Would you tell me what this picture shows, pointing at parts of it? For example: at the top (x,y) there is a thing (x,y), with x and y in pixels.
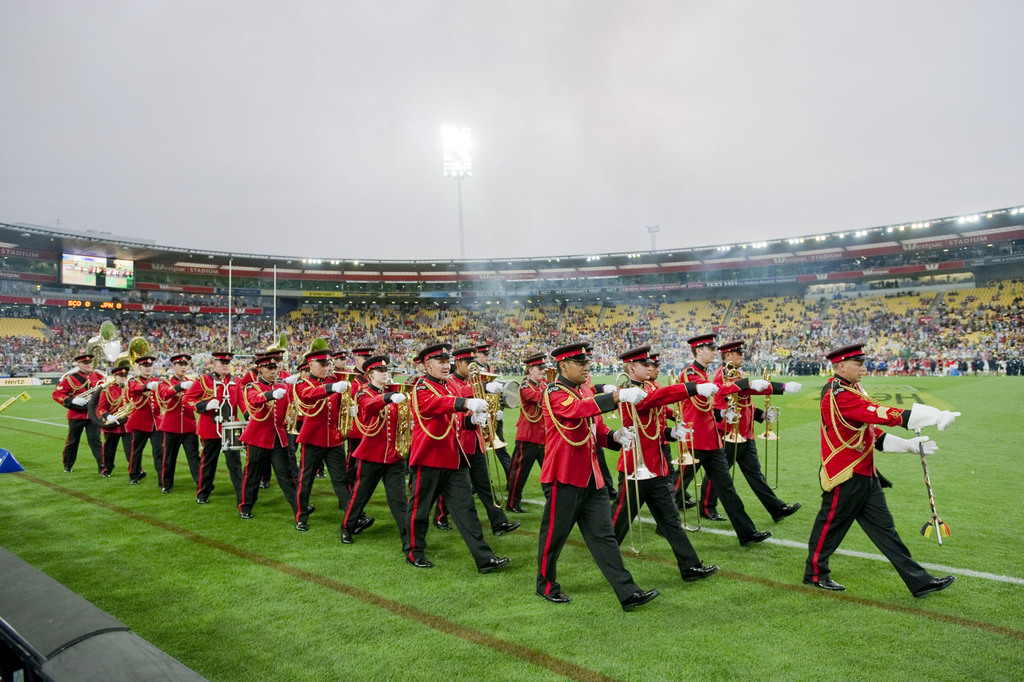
In this image we can see men (441,419) marching in the ground (330,514) and some of them are holding musical instruments (404,401) in their hands (475,412). In the background (418,323) there are spectators (132,336), poles (232,300), display screens (132,284), advertisement boards (139,308), flood lights (465,149) and sky (588,142).
